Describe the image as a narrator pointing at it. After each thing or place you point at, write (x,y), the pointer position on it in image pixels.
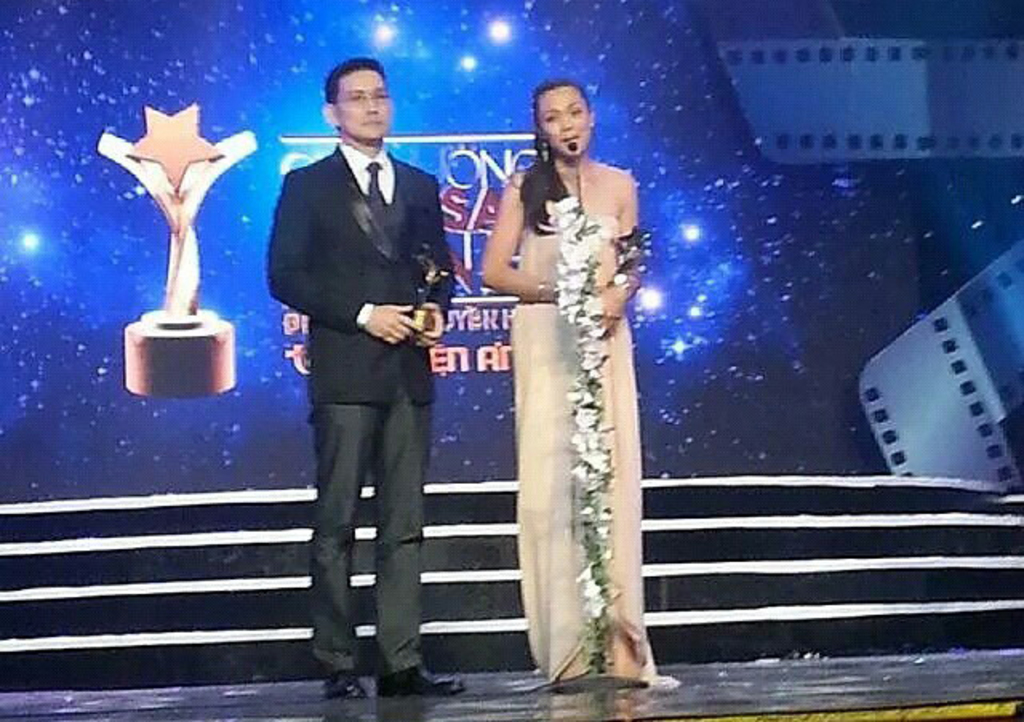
In this image I can see a person (352,357) wearing black colored dress (330,281) and a woman (546,262) wearing cream colored dress (530,420) are standing. I can see the microphone (563,258) and few flowers (579,335) around it. In the background (728,542) I can see few stairs (822,542) and a huge screen (870,466).
